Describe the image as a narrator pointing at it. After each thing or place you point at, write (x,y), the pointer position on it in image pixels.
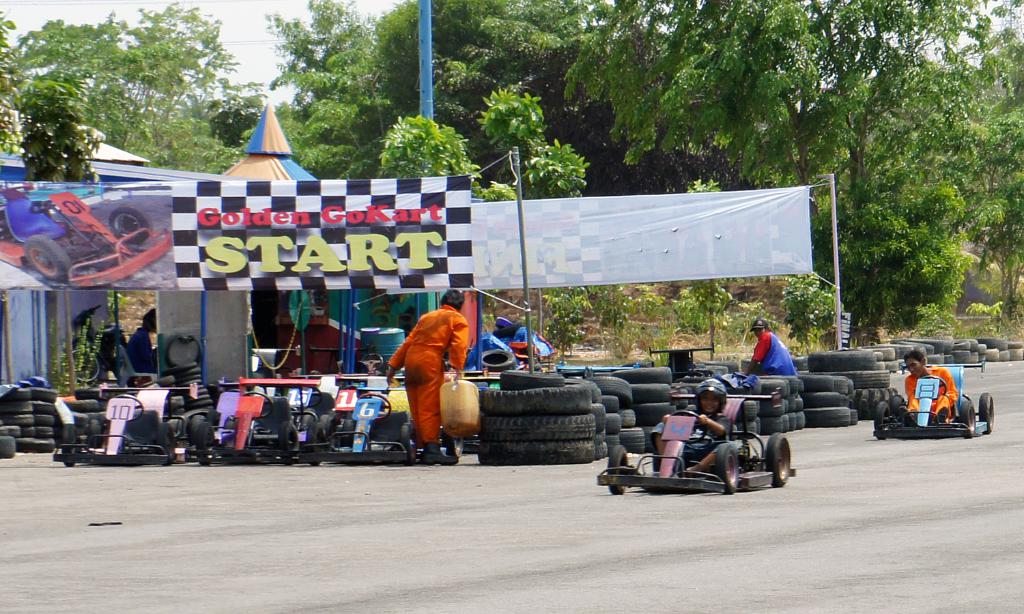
These two persons (954,379) are sitting and riding vehicle (690,396) and this person (779,354) sitting on the tyre (768,406), this person (423,390) standing and holding can (465,424). We can see tyres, vehicles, trees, sky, banners (458,251).
